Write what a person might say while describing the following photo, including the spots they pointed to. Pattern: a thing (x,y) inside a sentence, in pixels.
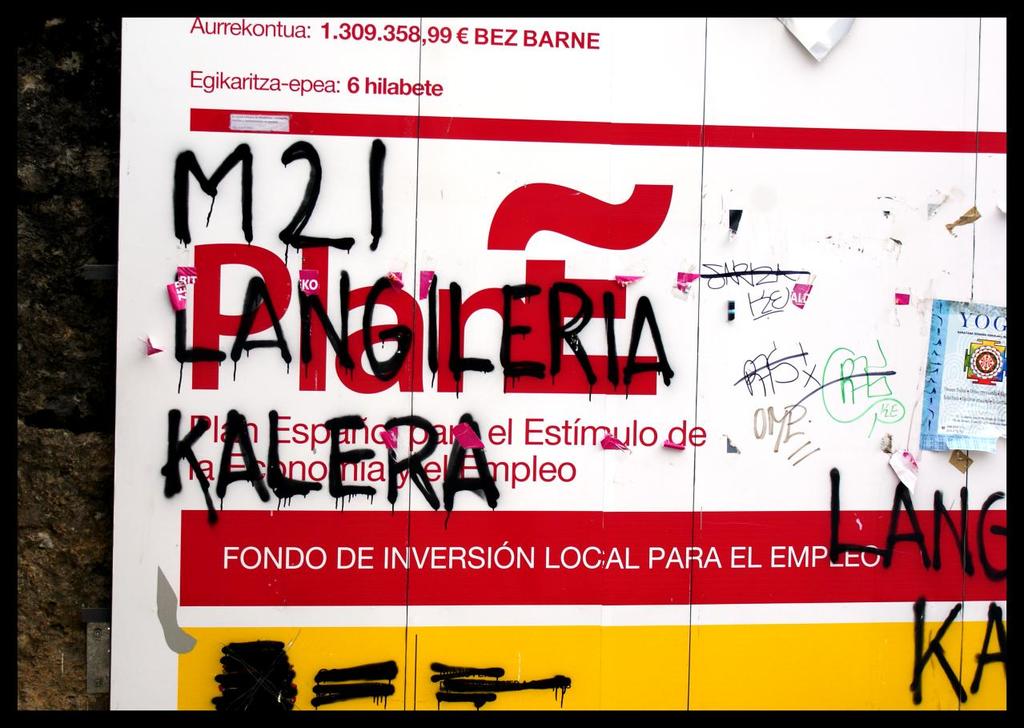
In this image I can see the board (509,305) is attached to the black and brown color surface (77,393) and something is written on the board (601,399).
